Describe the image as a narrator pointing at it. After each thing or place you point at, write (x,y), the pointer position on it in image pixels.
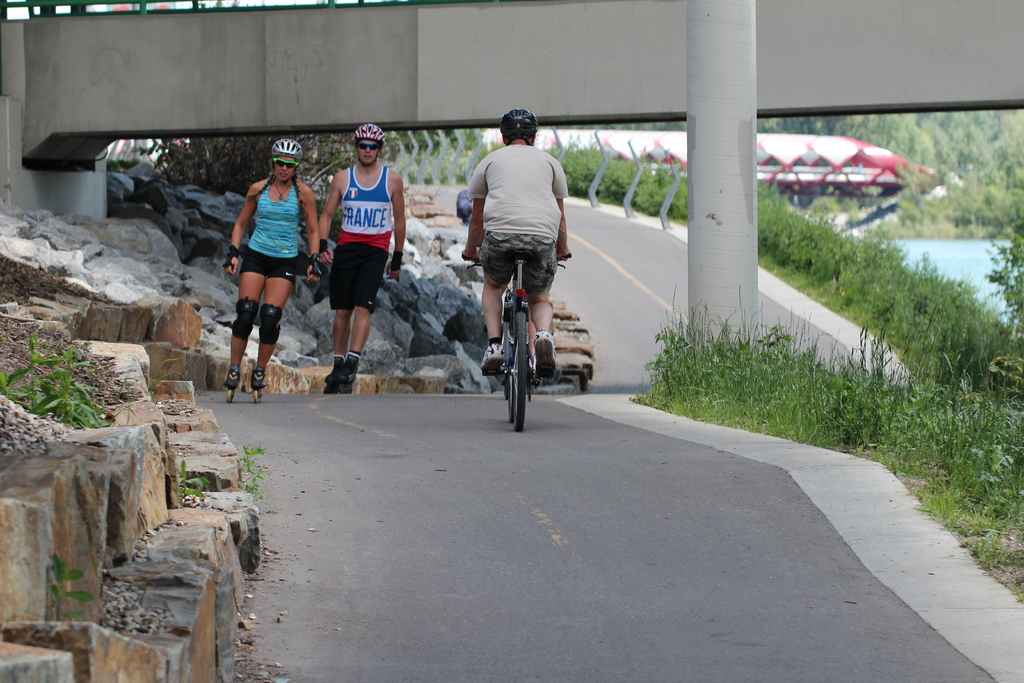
As we can see in the image, there are trees (962,122), grass (987,398), bridge (760,158) and two people (335,307) on road (432,436) and a man (533,300) riding bicycle (517,321).
